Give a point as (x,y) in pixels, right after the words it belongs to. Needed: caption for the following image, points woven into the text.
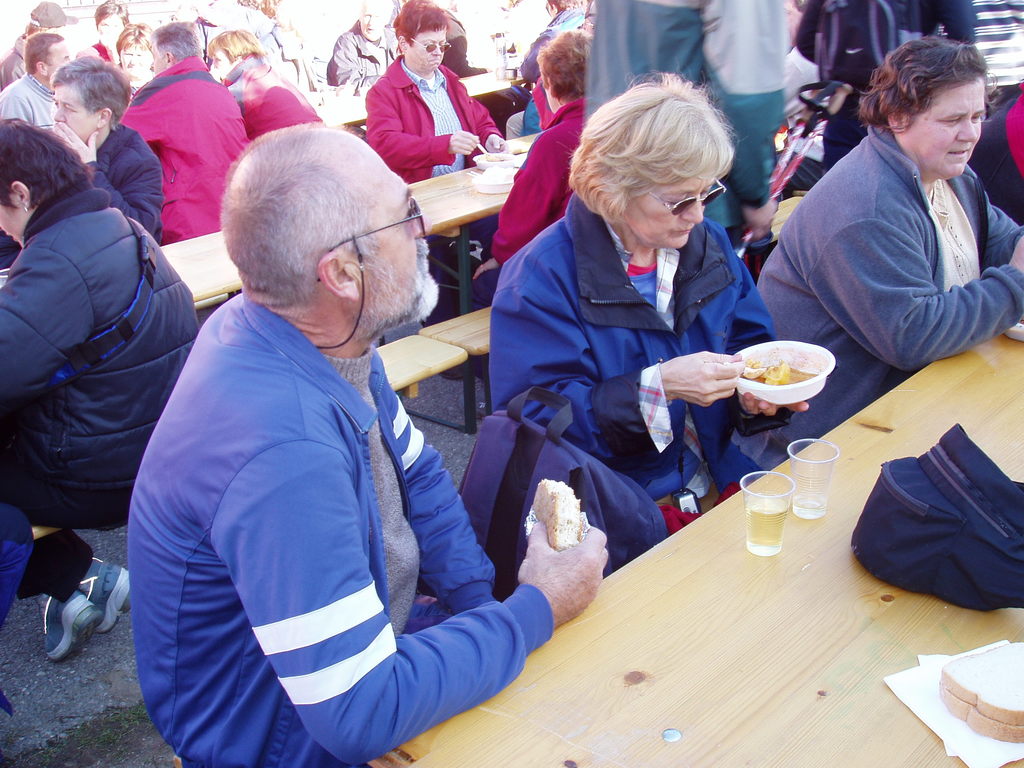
These are tables (724,592) and benches (404,381), here some people (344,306) are standing and some are sitting, this is food (567,510) and glass (812,504).
